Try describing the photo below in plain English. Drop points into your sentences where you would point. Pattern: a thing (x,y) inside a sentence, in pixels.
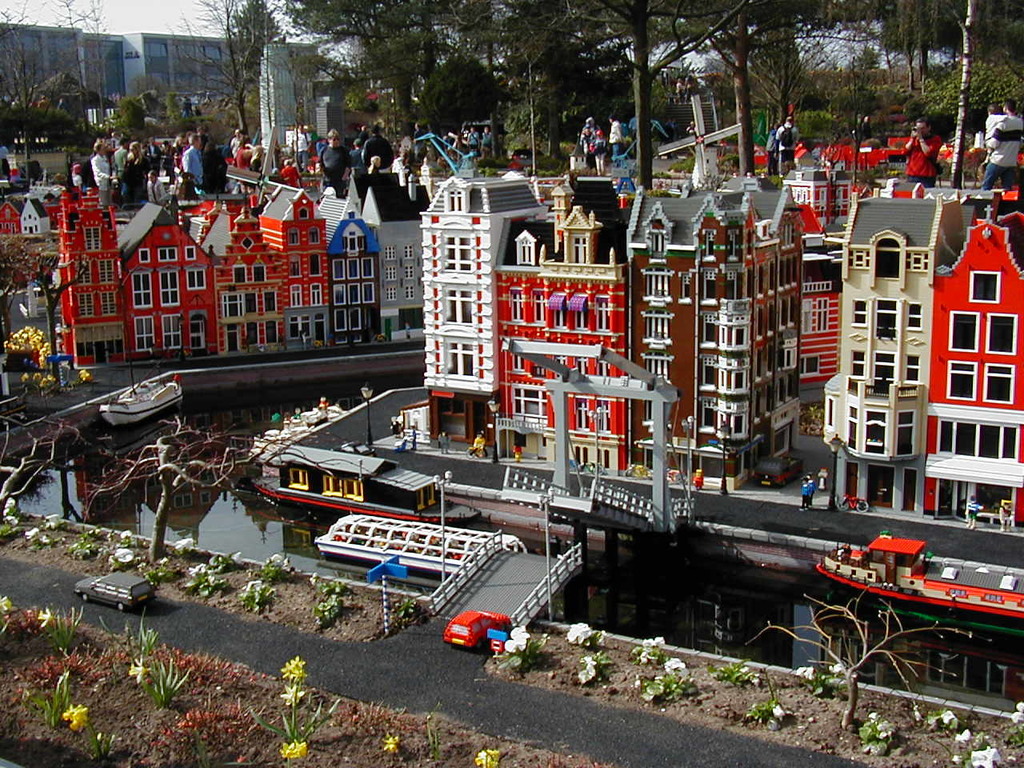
In this image we can see a mini sculpture buildings (480,291), water (27,495), boats (380,465), light poles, road (482,657) and vehicles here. In the background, we can see people (863,123) walking here, windmill (709,140), stairs (679,118), trees (549,89) and building (182,56).
